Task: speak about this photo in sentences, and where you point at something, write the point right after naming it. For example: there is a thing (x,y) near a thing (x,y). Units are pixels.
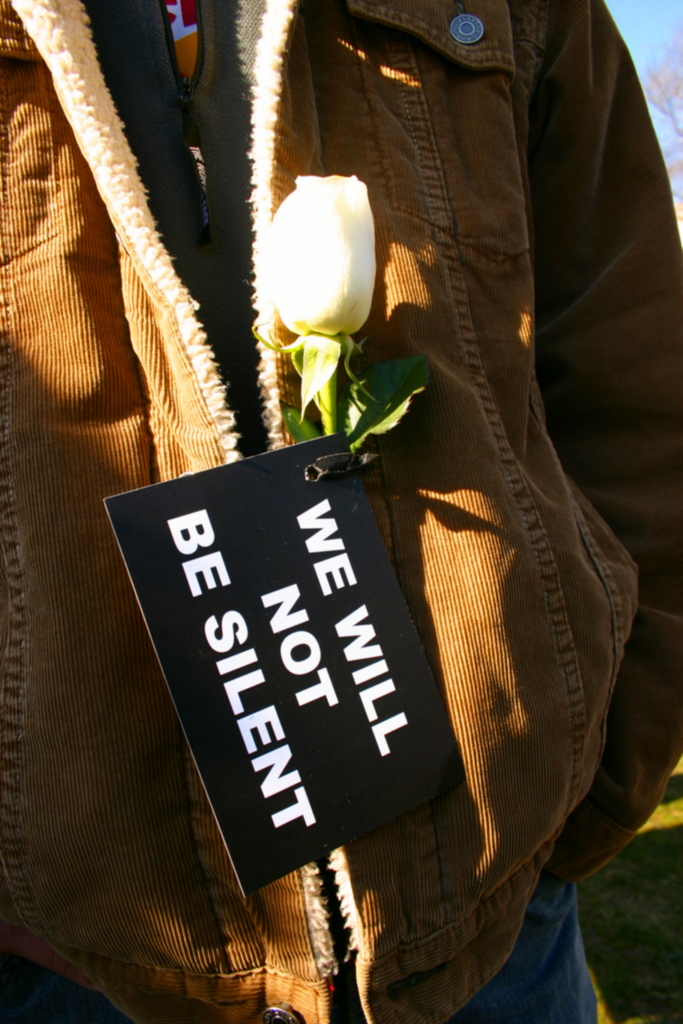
In this picture we can see a person (506,407), we can find a flower (309,419) and a board (164,511) on the jacket (381,455).
